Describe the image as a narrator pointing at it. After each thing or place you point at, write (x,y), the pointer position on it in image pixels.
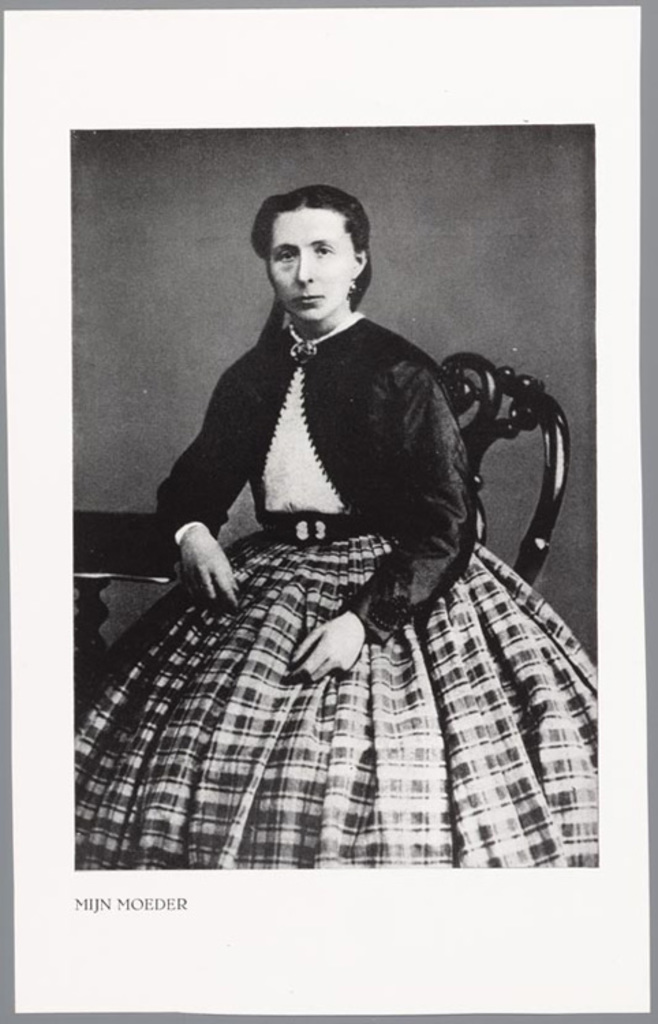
This is a black and white image. In this image we can see a photo (300,361) of a lady (323,414) sitting on a chair (507,433). At the bottom (82,903) something is written. Also there is a stand (135,551).
